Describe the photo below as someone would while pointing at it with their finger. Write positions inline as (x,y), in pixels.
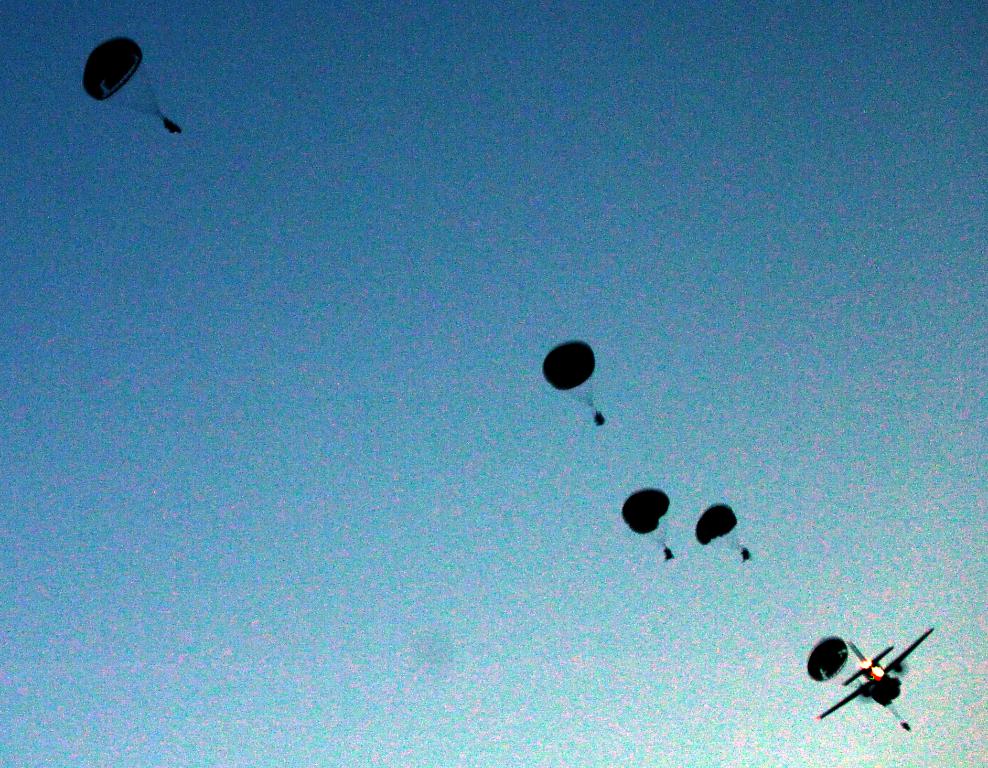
In this image we can see parachutes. On the right (856,695) there is an aeroplane (864,684) flying in the sky (718,625).
